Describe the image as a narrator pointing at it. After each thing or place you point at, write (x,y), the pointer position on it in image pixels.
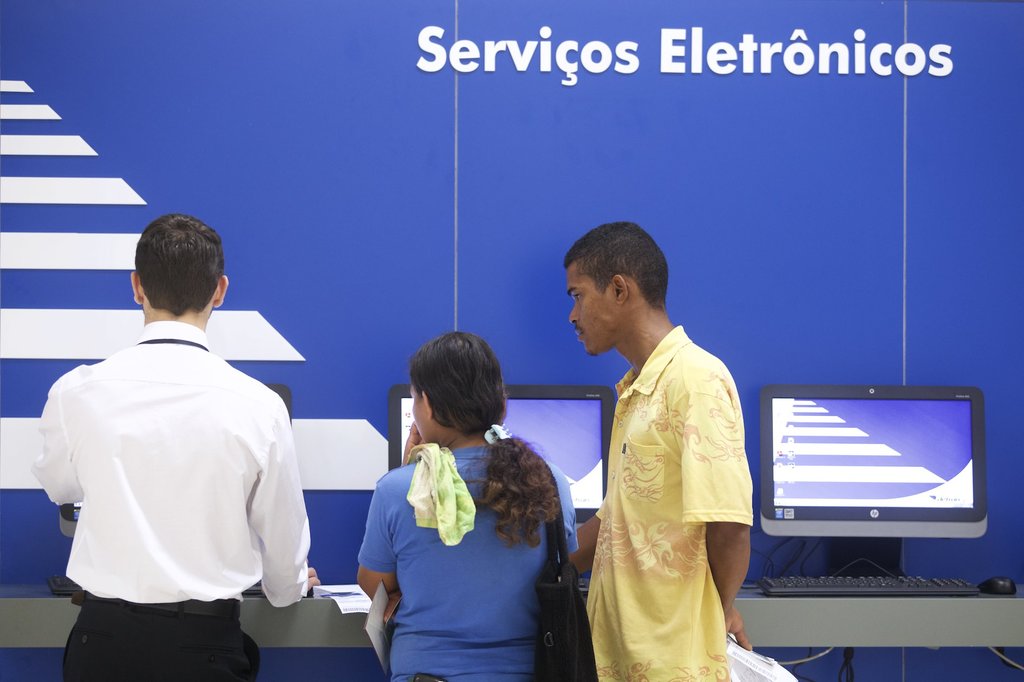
In this picture, we see two men (729,614) and a woman (504,598) are standing. The woman (522,574) is wearing a black handbag (573,603) and she is holding the papers (382,658) in her hands (393,596). The man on the right side (703,568) is holding the papers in his hand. In front of them, we see a table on which the monitors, keyboards (815,580), mouse (984,590) and the cables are placed. The man (101,379) on the left side (286,505) is operating the computer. In the background (350,156), we see a wall (370,226) in white and blue color. At the top (421,64), we see the text (702,57) written as"Servicos Eletronicos".
